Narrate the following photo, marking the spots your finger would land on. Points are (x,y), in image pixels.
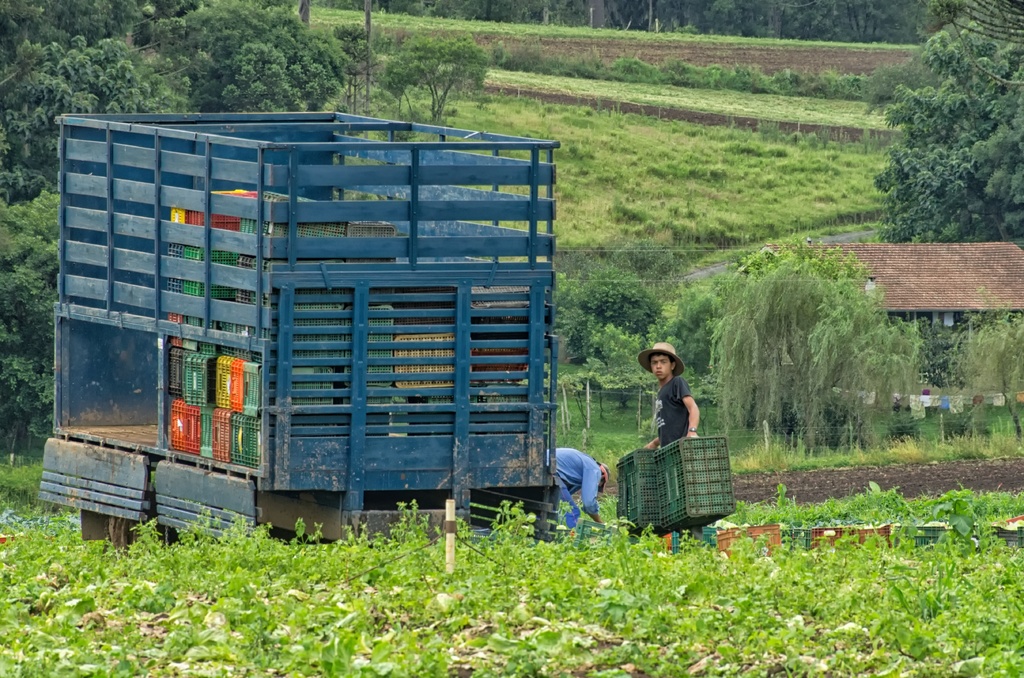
In this I can observe blue color truck (286,283). Beside the truck (549,424) there are two members (662,415) on the ground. In the background (463,59) I can observe plants (505,579), grass (562,107) and trees (127,51).
